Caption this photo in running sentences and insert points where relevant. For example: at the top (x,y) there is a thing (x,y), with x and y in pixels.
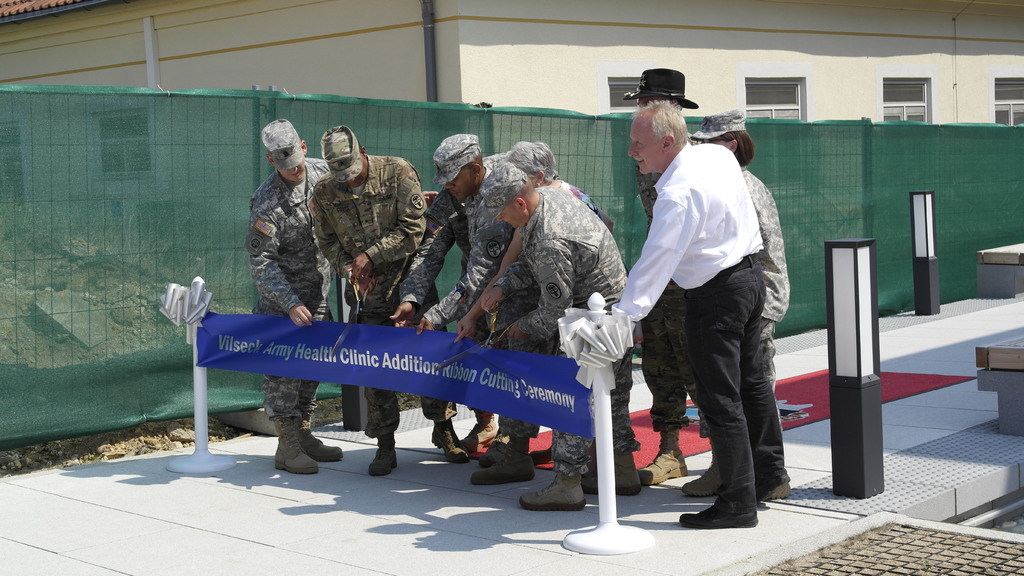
In this image we can see men (421,314) standing on the floor (443,484), barrier poles (918,291), benches (1004,379), buildings (329,28) and stones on the ground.
